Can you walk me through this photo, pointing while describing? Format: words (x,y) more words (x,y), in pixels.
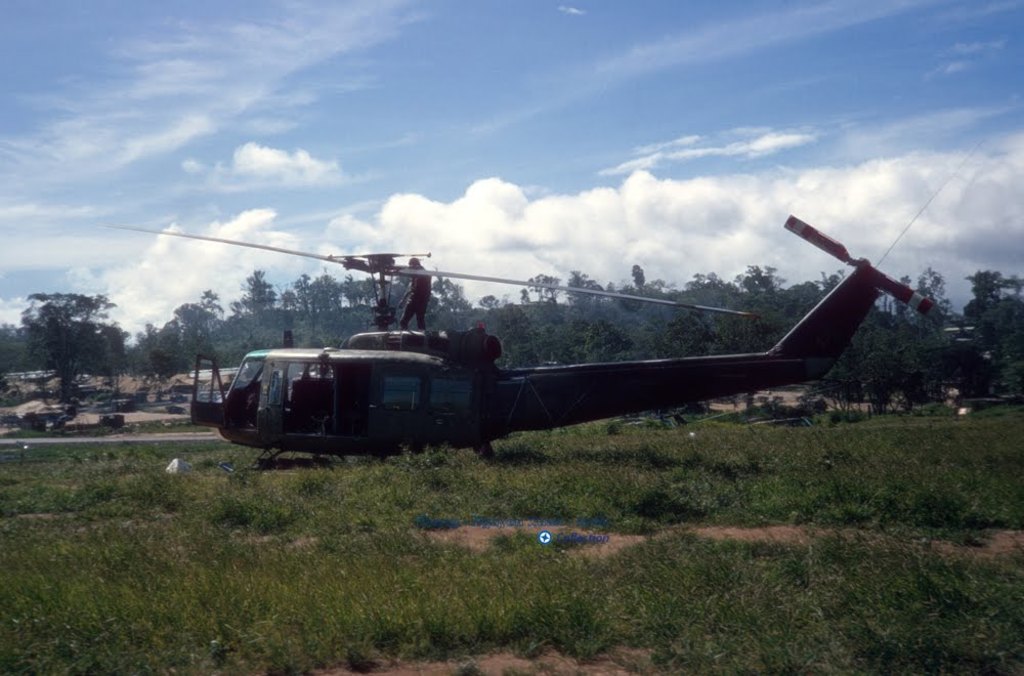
In this image I can see an aircraft (717,374) and I can also see a person (406,312) standing. Background (134,109) I can see grass (952,633) and trees (696,329) in green color and the sky (426,113) is in blue and white.
